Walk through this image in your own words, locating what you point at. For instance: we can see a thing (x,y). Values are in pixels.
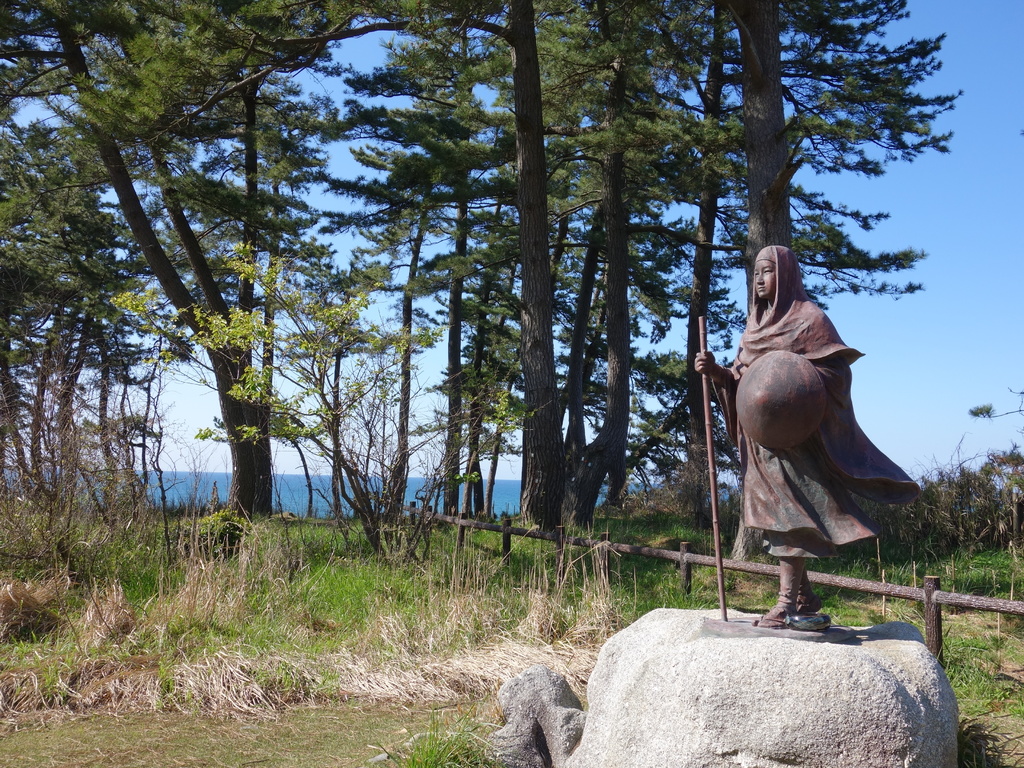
This picture is clicked outside. On the right (771,294) we can see the sculpture (797,307) of a person (821,381) holding some objects (777,443) and standing and we can see the grass (380,600) and wooden fence (752,561). In the background (989,110) we can see the sky (873,275), trees (707,475), plants (947,483) and a water body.
